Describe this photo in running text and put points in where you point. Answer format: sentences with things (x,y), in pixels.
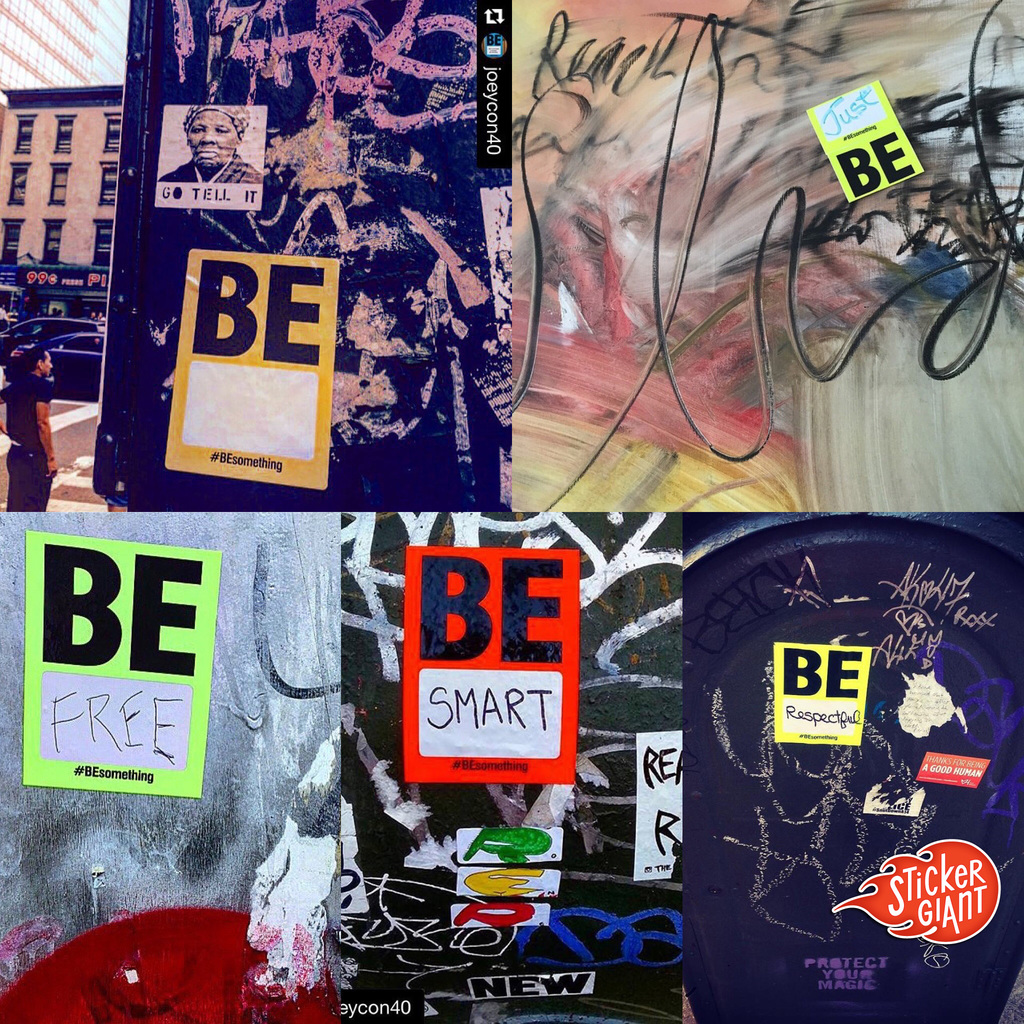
In this image at the bottom (854,693) there are some papers (870,798) stick to the wall (798,786), and on the top of the image (205,160) there are some papers (212,173) stick to the wall (794,298). And on the left side (38,383) there are some persons (36,382), who are standing and there are some cars (70,328) and buildings (86,132).
